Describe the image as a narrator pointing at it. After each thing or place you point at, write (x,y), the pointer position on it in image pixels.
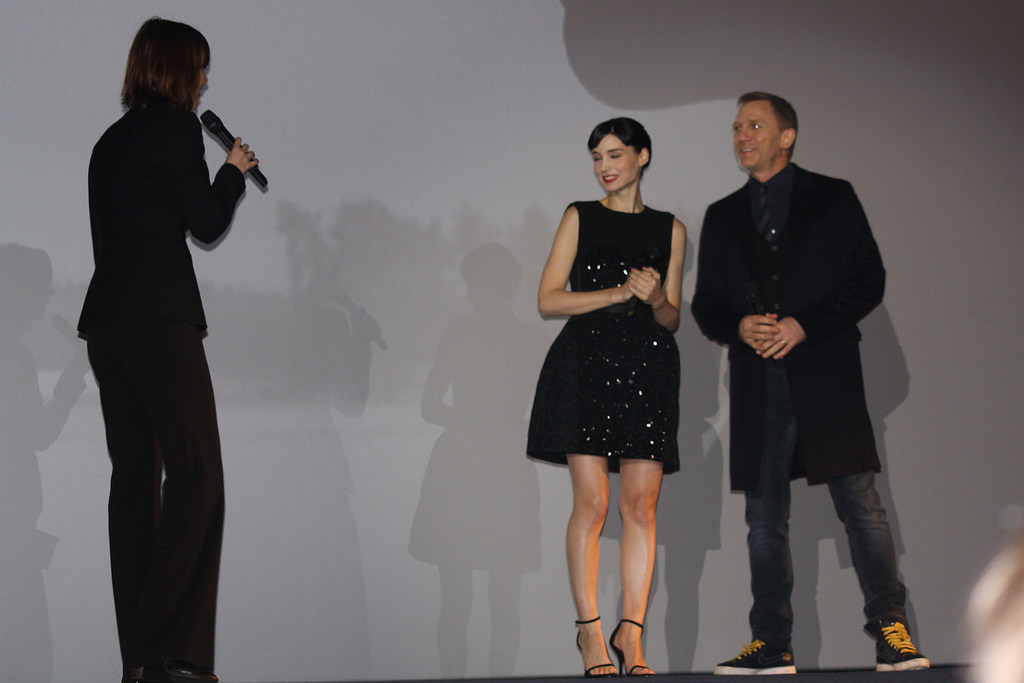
In this image I can see three people (842,261) are standing. On the left side of the image (181,203) I can see a woman (126,271) holding a mike (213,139) and their shadows (506,266) are falling on the wall (556,162).
